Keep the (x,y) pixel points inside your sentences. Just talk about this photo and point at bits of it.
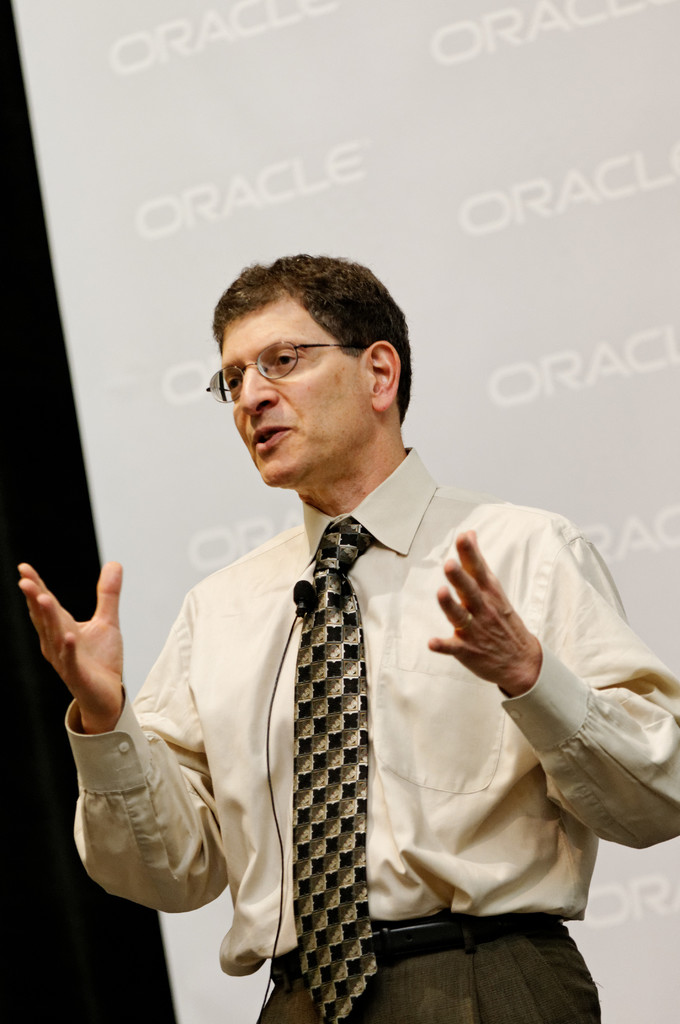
In this image, we can see a person (405,704) in front of the sponsor board (571,131). This person (311,422) is wearing clothes (471,724) and spectacles (287,359).
